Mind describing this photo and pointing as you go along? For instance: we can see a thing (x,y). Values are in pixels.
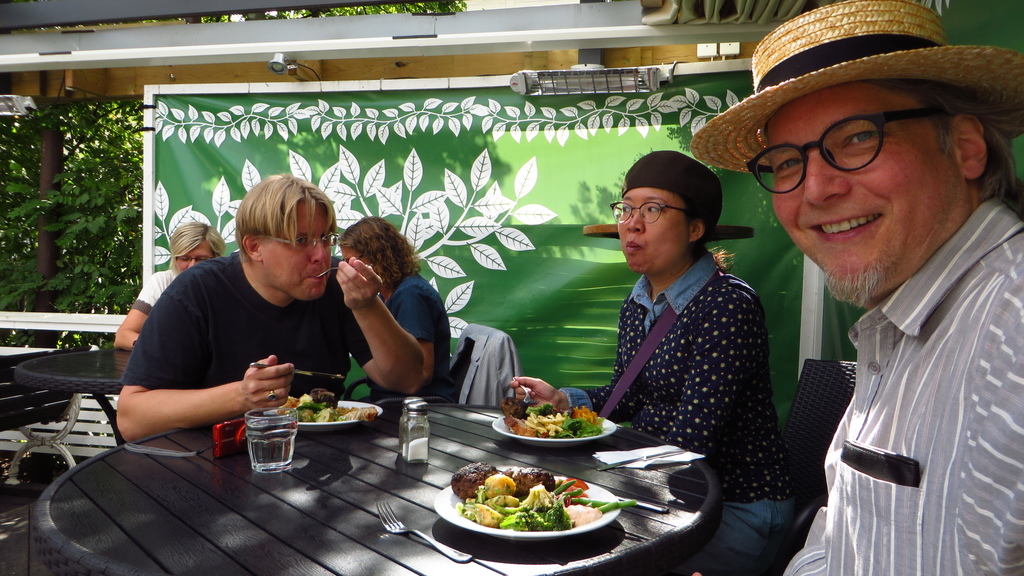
This picture shows a group of people (705,388) seated on the chairs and a man (991,402) wearing a hat (998,97) and spectacles (788,162) on his face (836,151) and we see some food (535,521) with plates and glass of water (290,437) and a fork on the table (374,493) we see a banner (335,196) on the side and a tree (117,102).
